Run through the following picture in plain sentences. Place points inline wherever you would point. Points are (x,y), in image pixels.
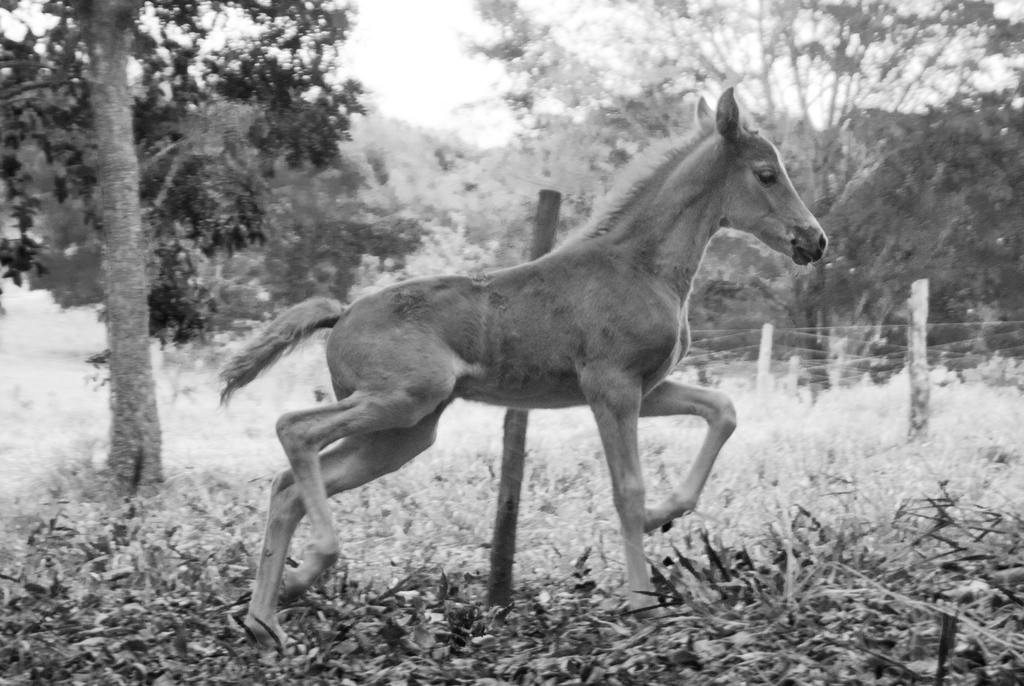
In the picture I can see an animal (519,397). In the background (378,498) I can see the sky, trees (338,134), fence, plants (480,485) and some other objects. This picture is black and white in color.
